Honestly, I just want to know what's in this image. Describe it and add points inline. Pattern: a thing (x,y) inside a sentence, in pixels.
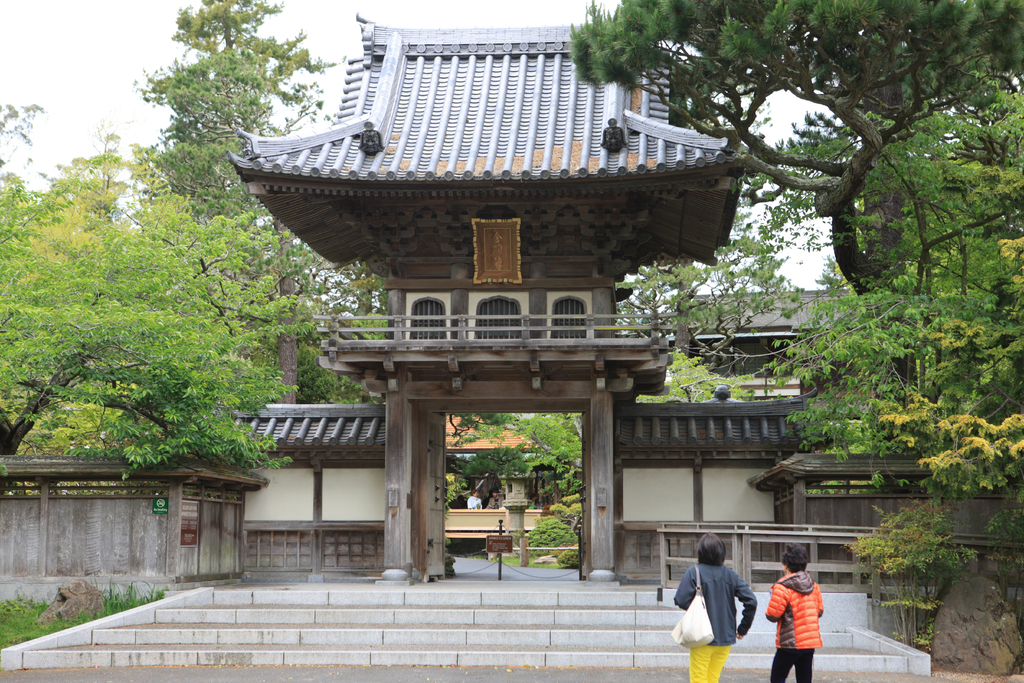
In this image we can see two persons (733,620) approaching the steps (667,609) to enter inside of a building (455,316), beside the entrance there are trees (214,289).
